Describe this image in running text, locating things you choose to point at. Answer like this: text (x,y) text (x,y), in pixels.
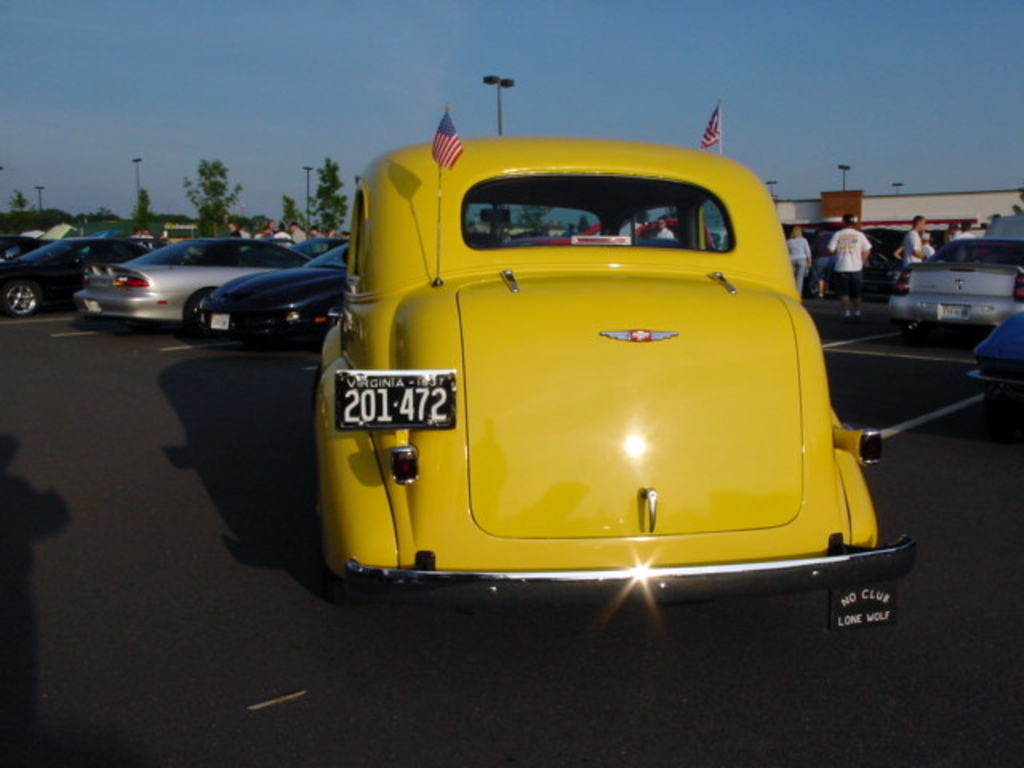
There is a car (478,272) in the foreground area of the image (582,271), there are cars (259,247), people (267,232), it seems like a building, trees (19,217), poles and the sky (767,141) in the background (771,183).
